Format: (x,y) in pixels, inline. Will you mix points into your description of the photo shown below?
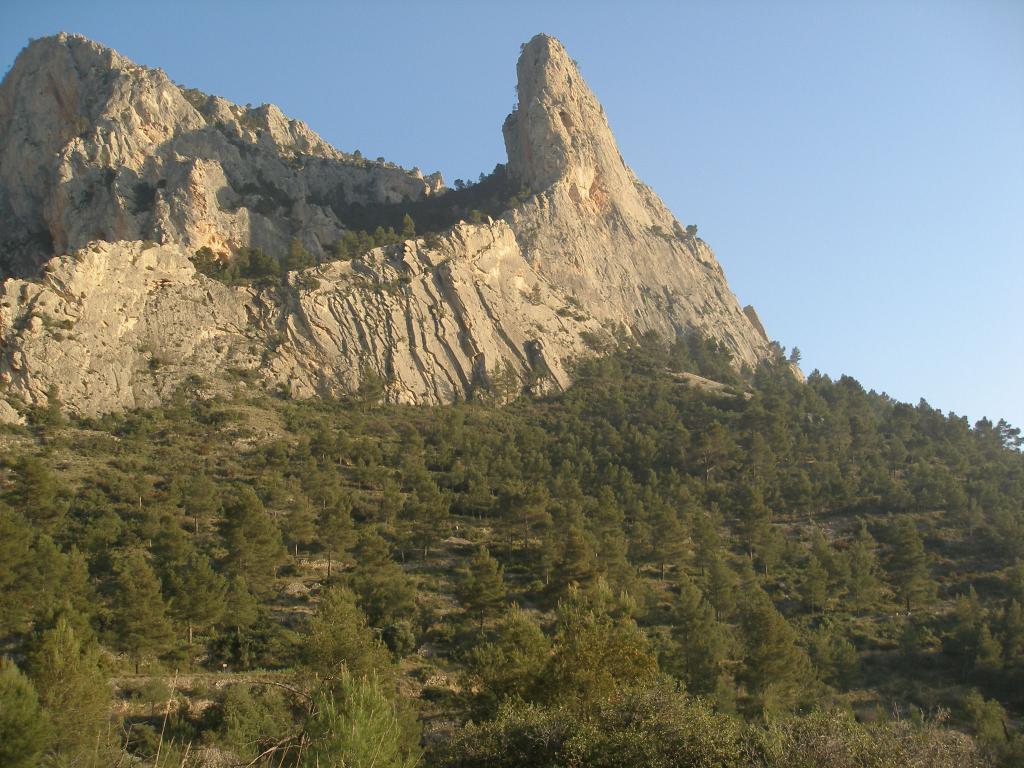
In the background (793,98) we can see the sky (775,130), hills (648,257) and the plants (841,475). At the bottom portion of the picture (943,683) the land (973,589) is covered with full of plants (389,652).
